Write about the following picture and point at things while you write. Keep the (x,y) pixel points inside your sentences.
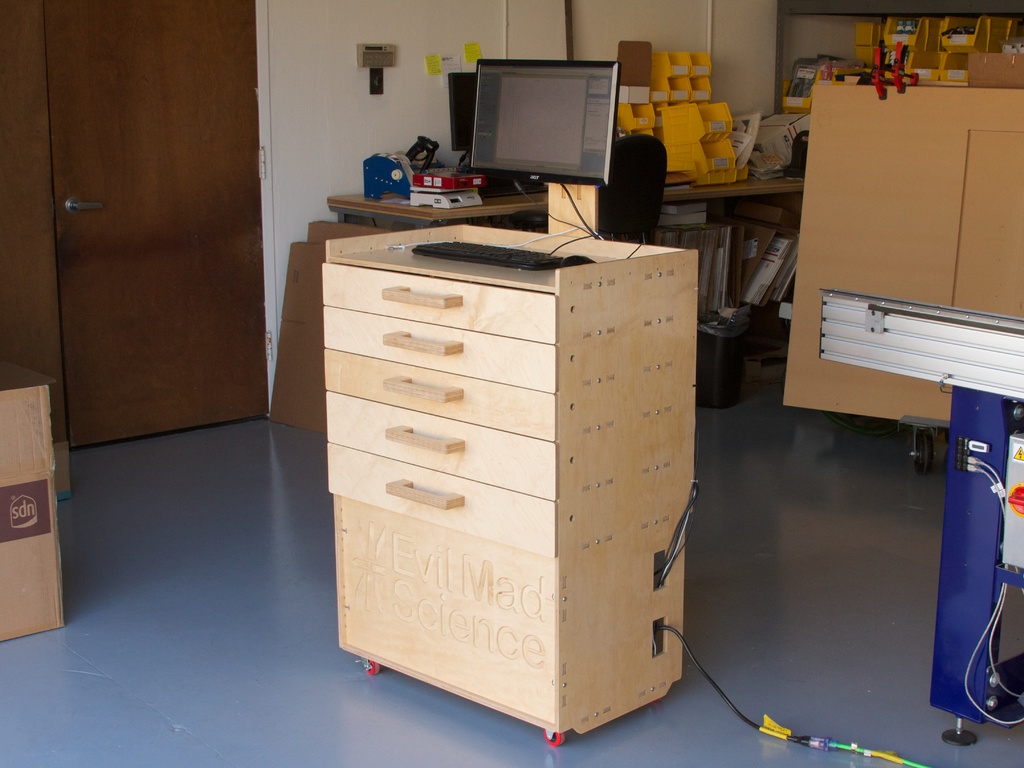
In this picture there is a wooden desk (451,413) in the center of the image (451,413), on which there is a keyboard (462,255) and a monitor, there is a door (131,203) on the left side of the image (227,249) and there are boxes (852,72) in the top right side of the image (725,151).
